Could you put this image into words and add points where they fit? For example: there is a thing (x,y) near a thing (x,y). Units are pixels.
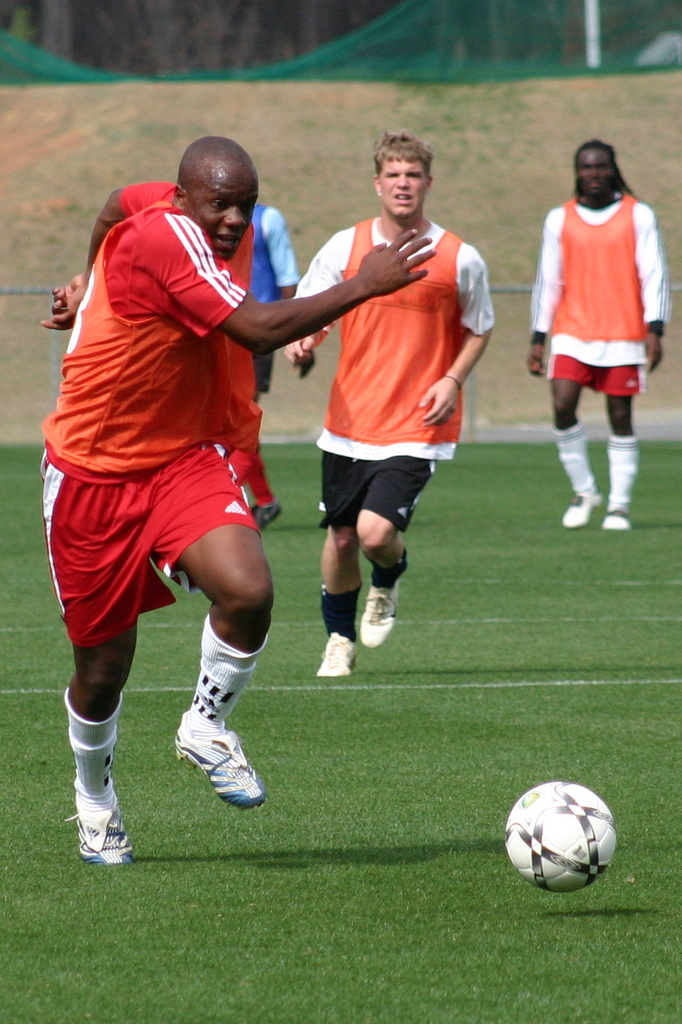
In the middle of the image (379,376) few people (56,288) are running and standing. At the bottom of the image (355,728) there is grass (628,853) and football (539,785). Behind them there is a fencing (342,58). Behind the fencing (321,376) there are some trees (49,20).
